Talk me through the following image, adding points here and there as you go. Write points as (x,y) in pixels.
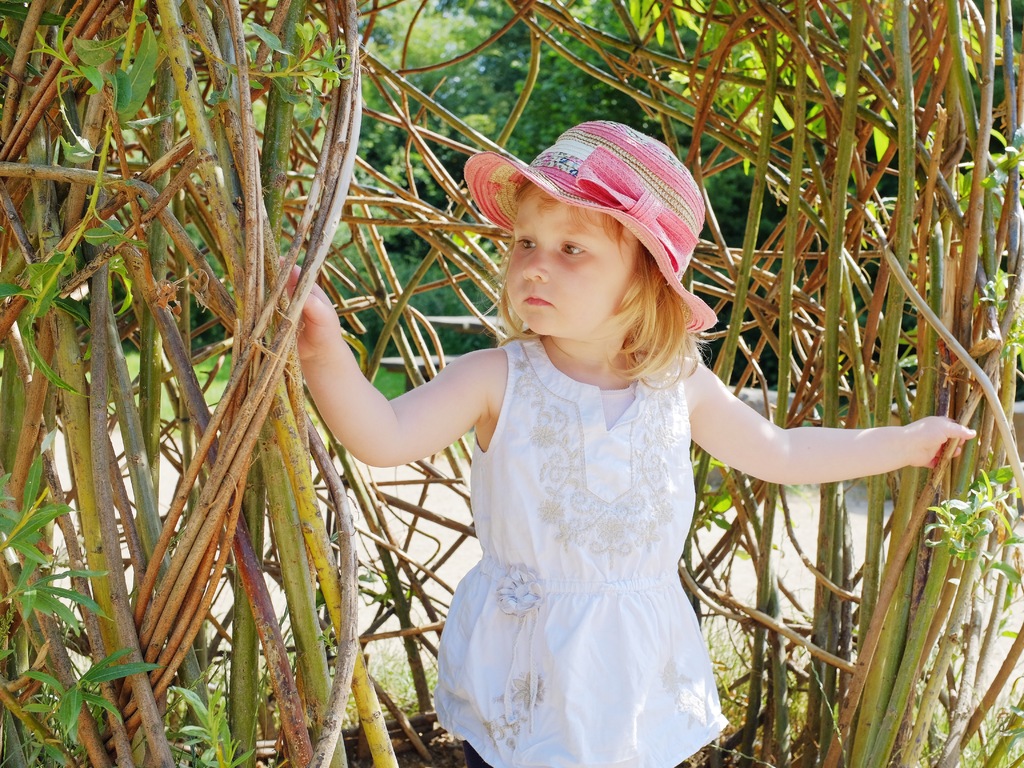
In this image in the center (521,424) there is a girl (599,475) standing holding plants (920,407). In the background (399,152) there are trees (399,152).
